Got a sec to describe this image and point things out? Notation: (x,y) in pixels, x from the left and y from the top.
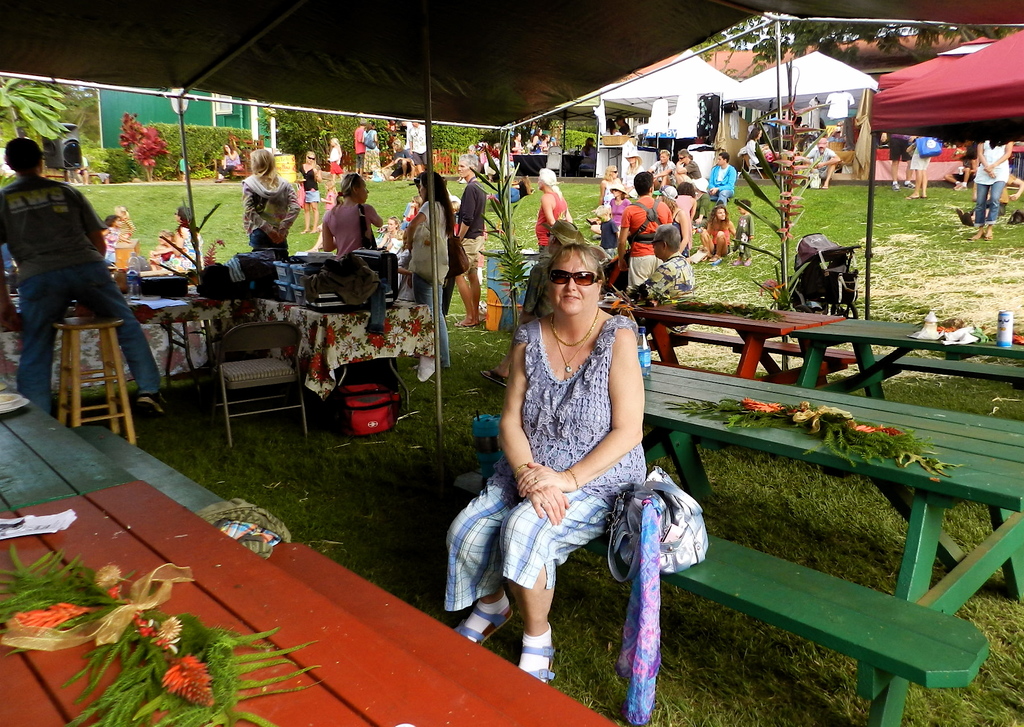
In this picture we can able to see tents (469,52). Under this tent (508,92) this woman (591,350) is sitting on this bench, beside this woman (600,485) there is a bag (639,494) and umbrella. These persons (67,256) are standing. We can able to see plants (5,121) and trees (164,149). Far there is a speaker (58,150). Front on this table (253,588) there is a ribbon (119,638) and flower (183,671). Beside this chair (272,381) there is a bag (353,404). On this table (342,340) there are suitcase (327,297) and clothes (357,276). Far there is a baby chair (831,280).
